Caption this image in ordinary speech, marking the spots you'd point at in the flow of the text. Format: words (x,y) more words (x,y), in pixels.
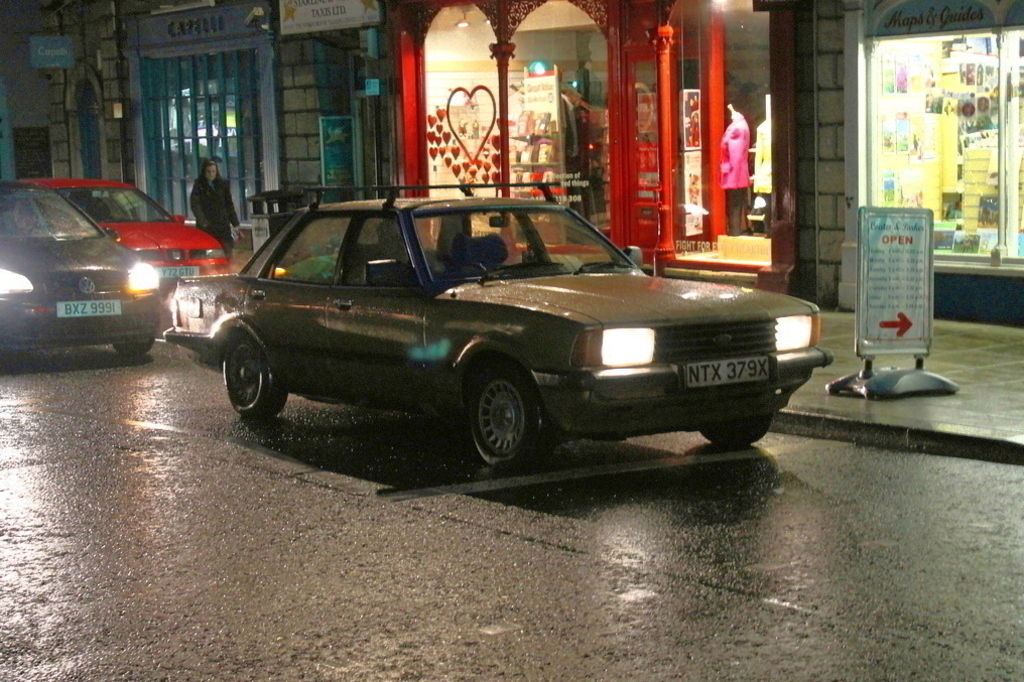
In this image I can see the road (306,527). On the road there are vehicles (135,300). To the side of the road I can see the person (231,210). I can also see the boards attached to the building (477,76).
